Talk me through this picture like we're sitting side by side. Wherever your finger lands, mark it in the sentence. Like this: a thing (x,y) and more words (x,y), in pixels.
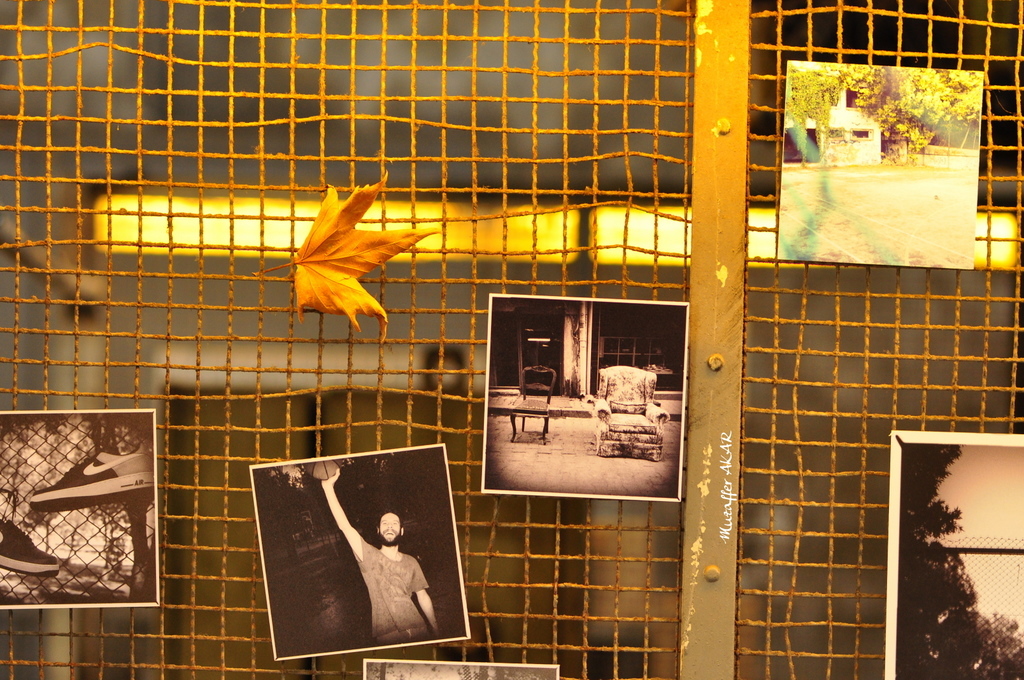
In this image I can see number of photos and a brown leaf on the net (150,234). I can also see something is written on the right side of the image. In the background (421,147) I can see a light (304,236) and few other things (362,347). I can also see this image is little bit blurry in the background (902,341).
